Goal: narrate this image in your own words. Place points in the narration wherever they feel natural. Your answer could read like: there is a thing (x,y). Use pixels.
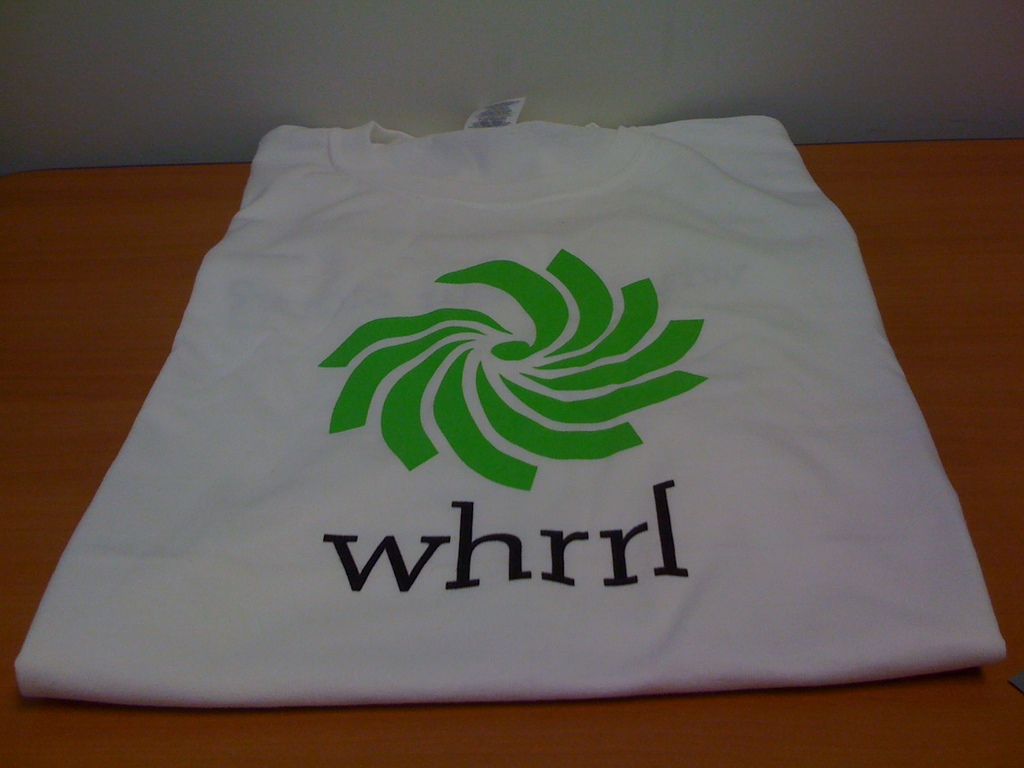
In this picture we can see one white color t-shirt (518,407) is placed on the table (120,254).
